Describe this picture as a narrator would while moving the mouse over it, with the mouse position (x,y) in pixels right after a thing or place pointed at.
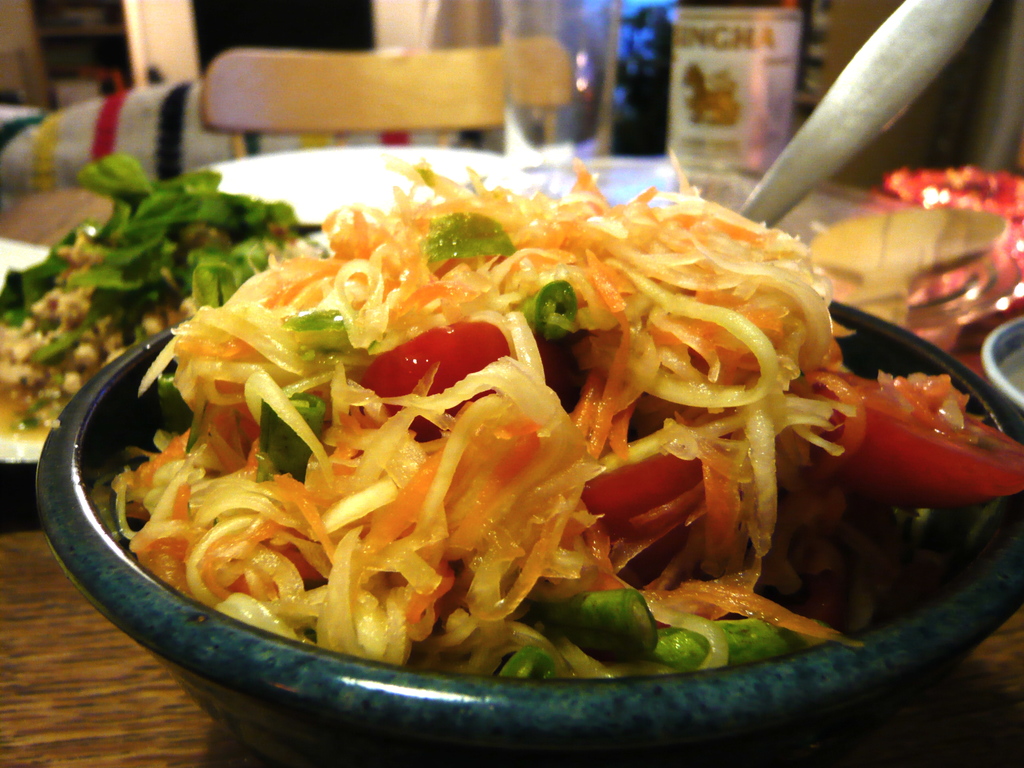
In the center of the image (361,266) there is a table (174,758) and we can see bowls (104,558), plates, spoons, spatula (895,248) and food (286,400) placed on the table (78,685). In the background (269,117) there is a chair (341,82) and a wall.
